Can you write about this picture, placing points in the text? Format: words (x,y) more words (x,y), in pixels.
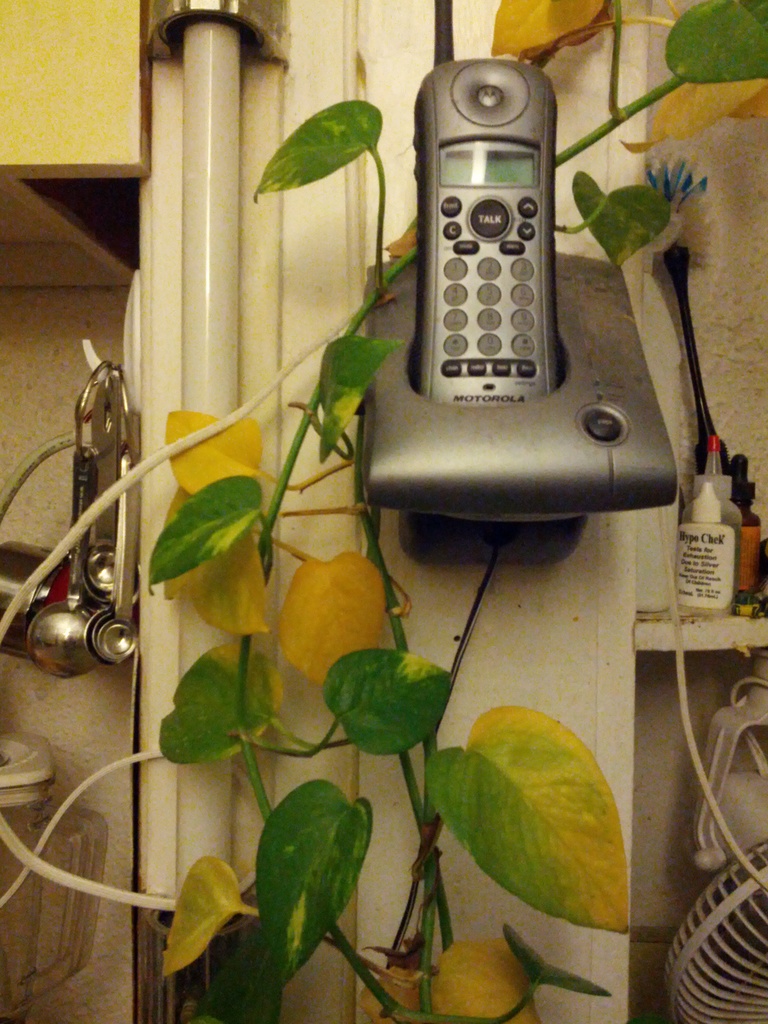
This image is taken indoors. In the background (307,201) there is a wall (162,302) and there is a pipeline (213,118). On the left side of the image (89,564) there are a few objects (55,903). There is a wire (38,571). On the right side of the image (693,283) there is a wall (723,275). There are a few things (697,536) on the shelf (695,616) and there is a fan (730,909). There is an object (723,753). In the middle of the image (485,493) there is a landline phone (462,349) and there is a plant (330,861) with stems (324,740) and leaves (222,681).
